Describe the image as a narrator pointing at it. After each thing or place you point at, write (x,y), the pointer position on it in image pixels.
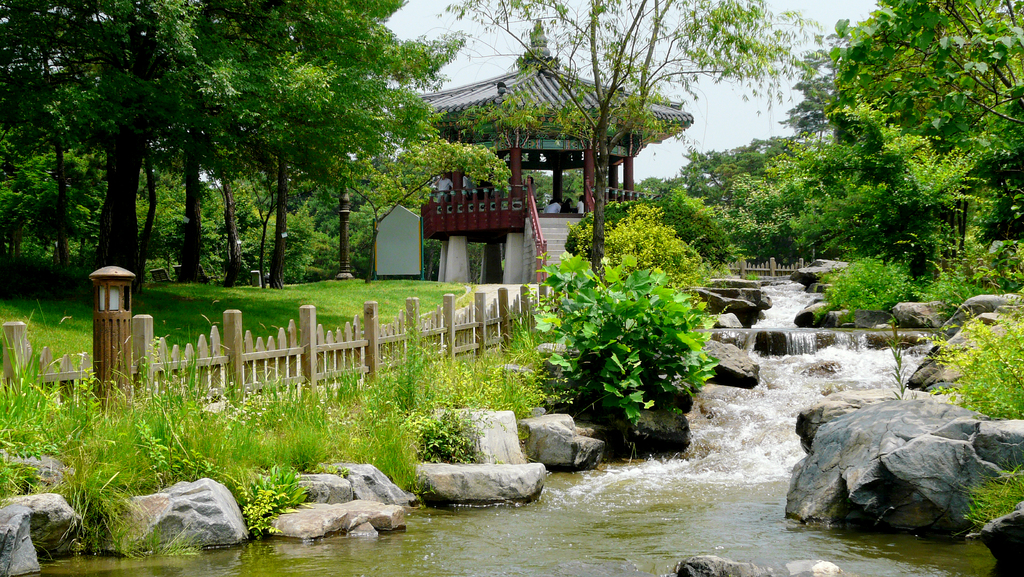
In this picture we can see sky (773,90), trees (334,110), grass (402,300), wooden fence (364,314), water (761,428) and rocks (1006,456). We can see people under the roof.
